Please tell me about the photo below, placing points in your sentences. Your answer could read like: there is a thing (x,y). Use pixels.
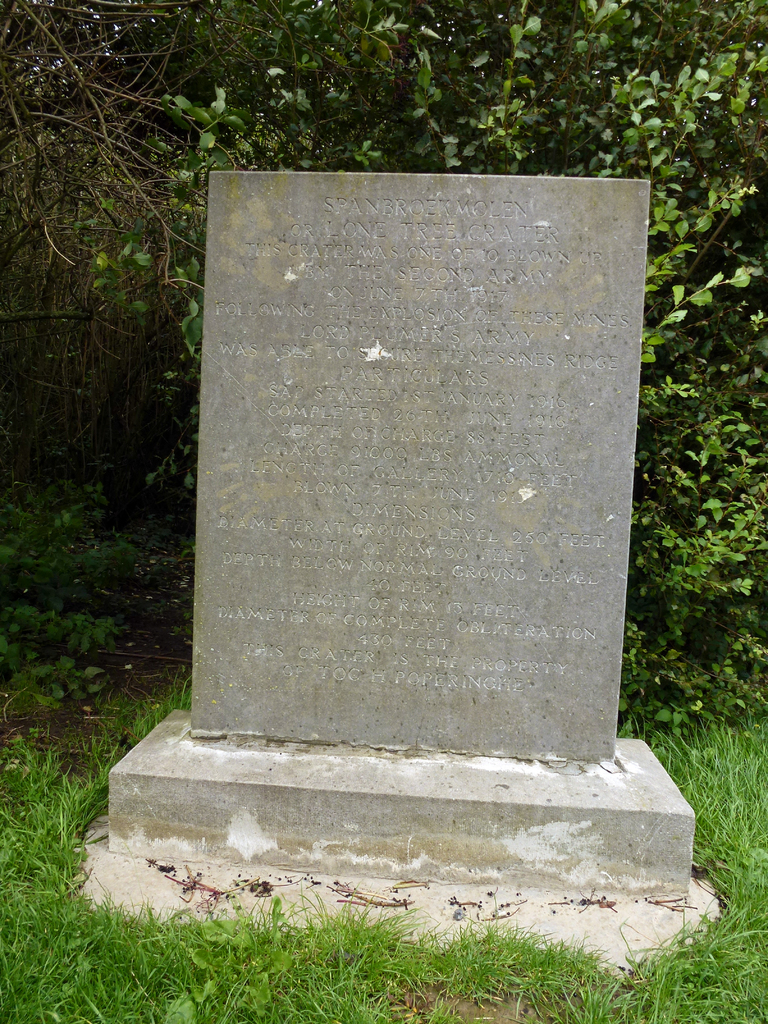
In this image we can see a memorial (415,385) on a platform (408,792) on the ground (638,968). In the background (267,107) there are trees (119,520), plants (33,541) and grass (539,945) on the ground (658,1010).
